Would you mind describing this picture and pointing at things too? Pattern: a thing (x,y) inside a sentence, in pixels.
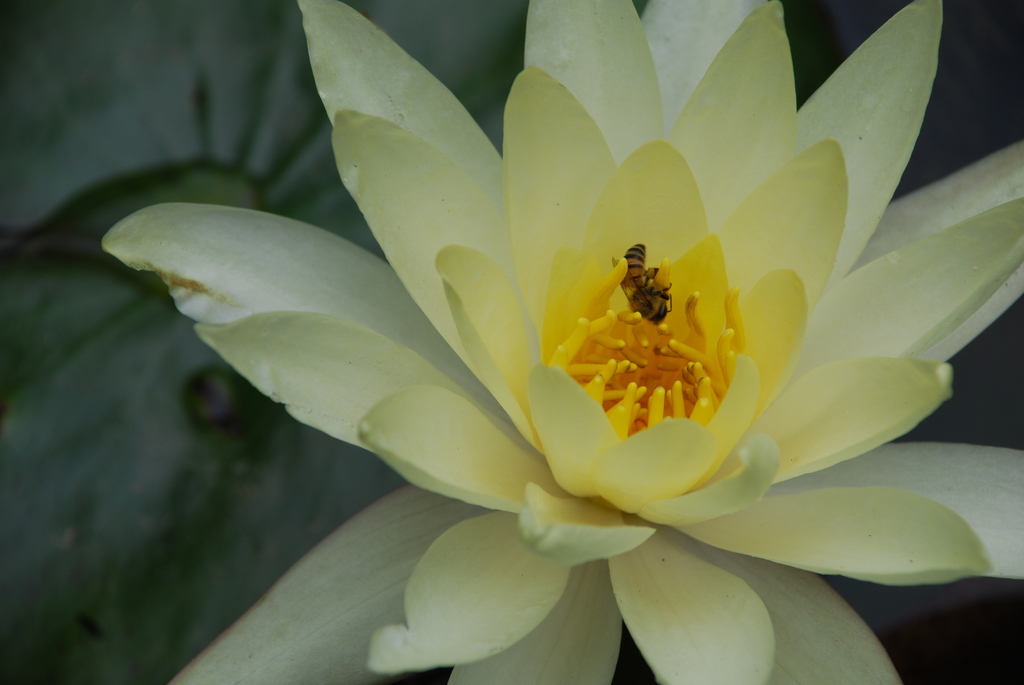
In this picture there is a flower (609,528) which is in light green in color and there is a yellow color in middle of it and there is a insect (661,313) above it.
